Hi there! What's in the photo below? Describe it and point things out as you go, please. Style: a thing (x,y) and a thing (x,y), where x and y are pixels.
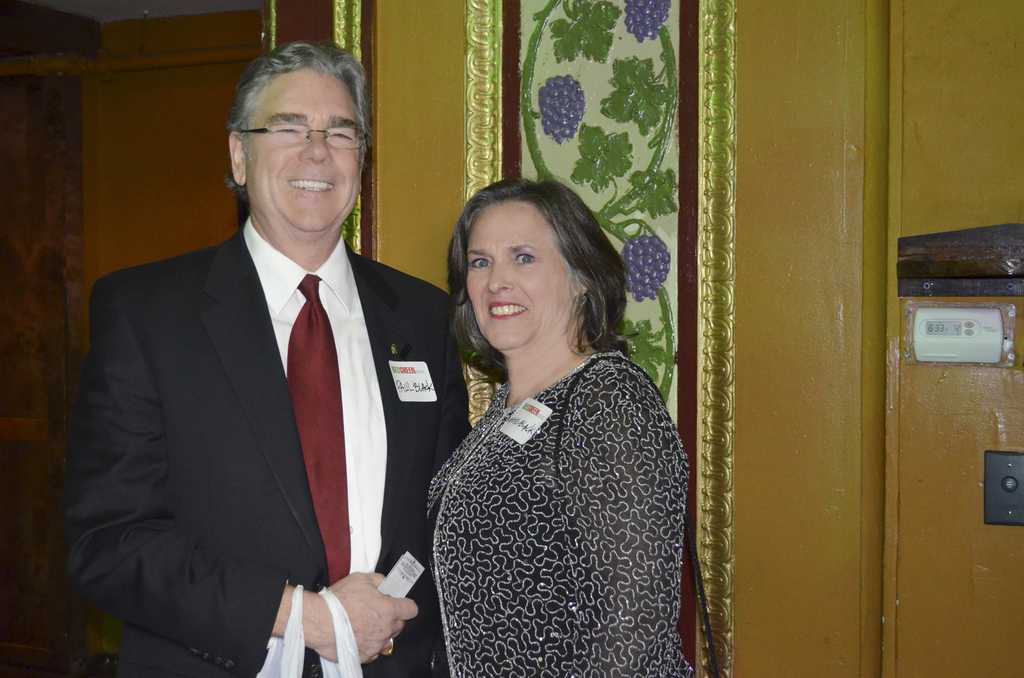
This picture shows a man (321,302) and a woman (583,492) standing. We see a man (259,154) wore spectacles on his face (273,118) and we see smile on their faces (267,186) and we see badges (519,420) to their clothes (263,598) and we see man (242,586) holding a carry bag (333,610).
